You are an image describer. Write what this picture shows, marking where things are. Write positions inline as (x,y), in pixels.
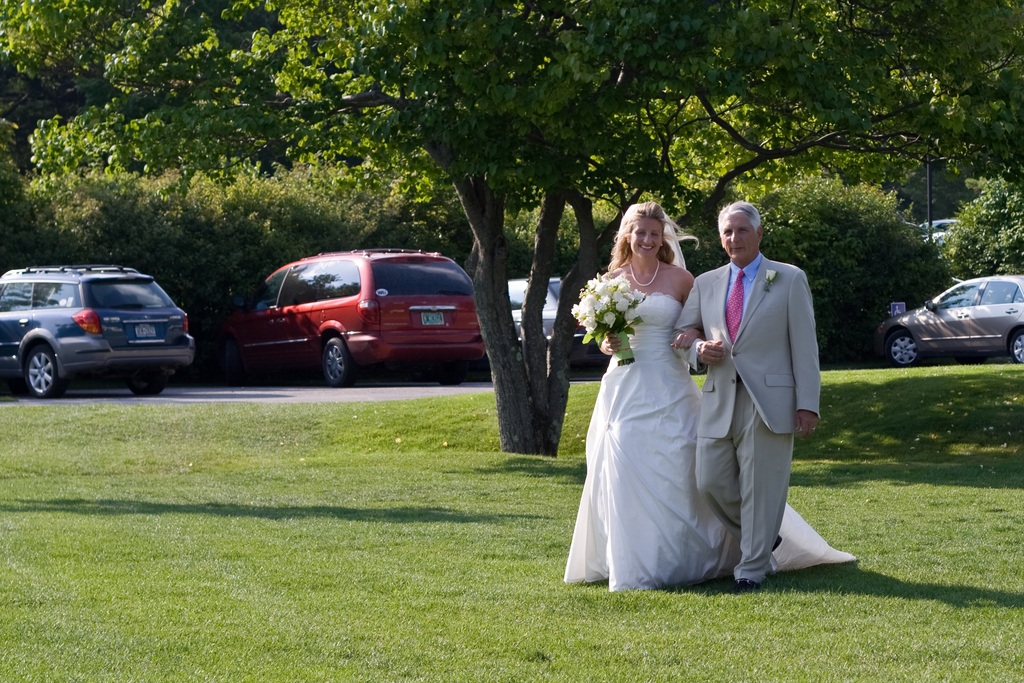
There is a couple (705,480) standing on a greenery ground (721,597) and there is a tree (527,321) behind them and there are few vehicles (275,310) and trees (306,161) in the background (135,257).
